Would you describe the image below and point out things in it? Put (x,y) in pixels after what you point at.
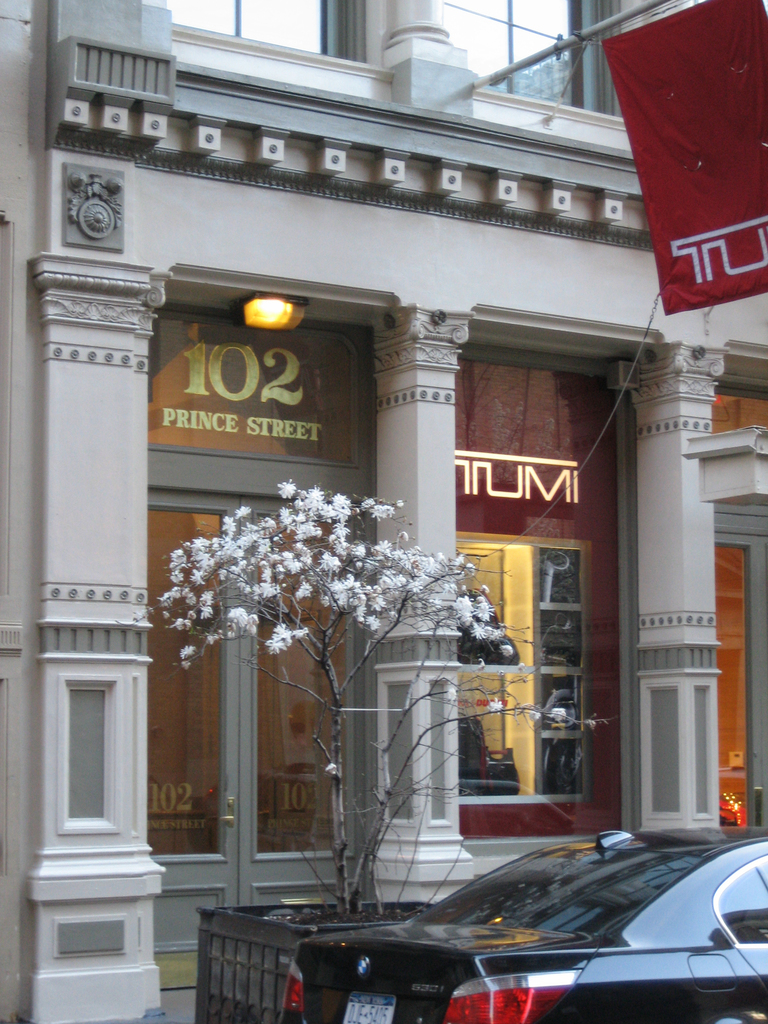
In this image we can see the building (422,171) with the windows (517,494) and also lights (258,302). We can also see the flag (655,159), tree (460,621), soil (345,913), black color pot (293,906) and also the car (581,919) at the bottom (664,938).
